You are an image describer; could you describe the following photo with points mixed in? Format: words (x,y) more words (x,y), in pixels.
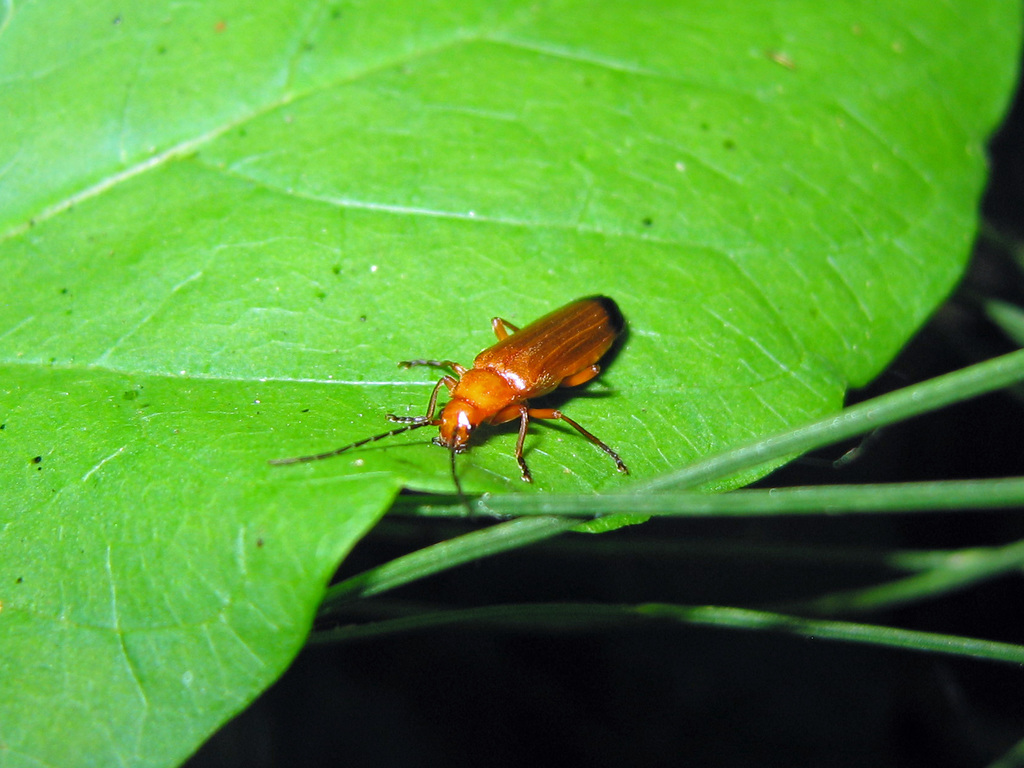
In this image there is a insect (505,385) on the leaf (621,442), and in the background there are leaves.
